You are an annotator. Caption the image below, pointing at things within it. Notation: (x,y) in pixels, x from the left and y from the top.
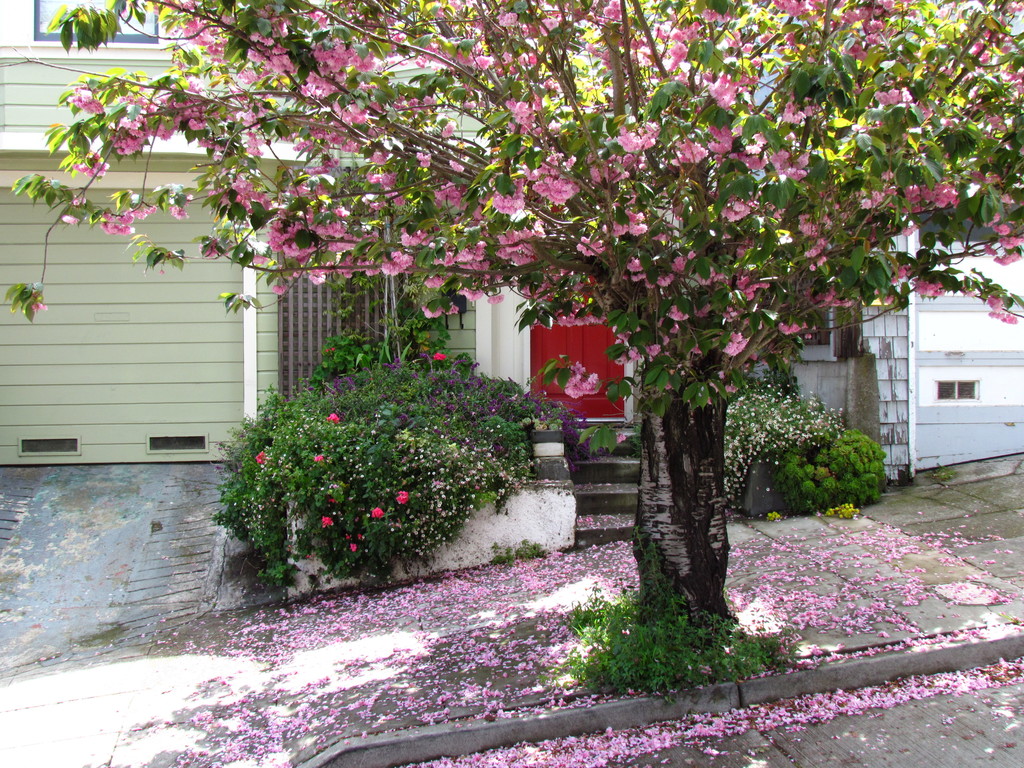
This looks like a house (224,352) with doors (154,335). I can see a tree (698,449) with branches (703,293), leaves (703,293) and flowers (636,226), which are pink in color. These are the plants (463,426) and bushes (784,424) with the flowers (789,434). I can see the stairs (609,535). These are the flowers (423,612), which are lying on the road (891,716).
